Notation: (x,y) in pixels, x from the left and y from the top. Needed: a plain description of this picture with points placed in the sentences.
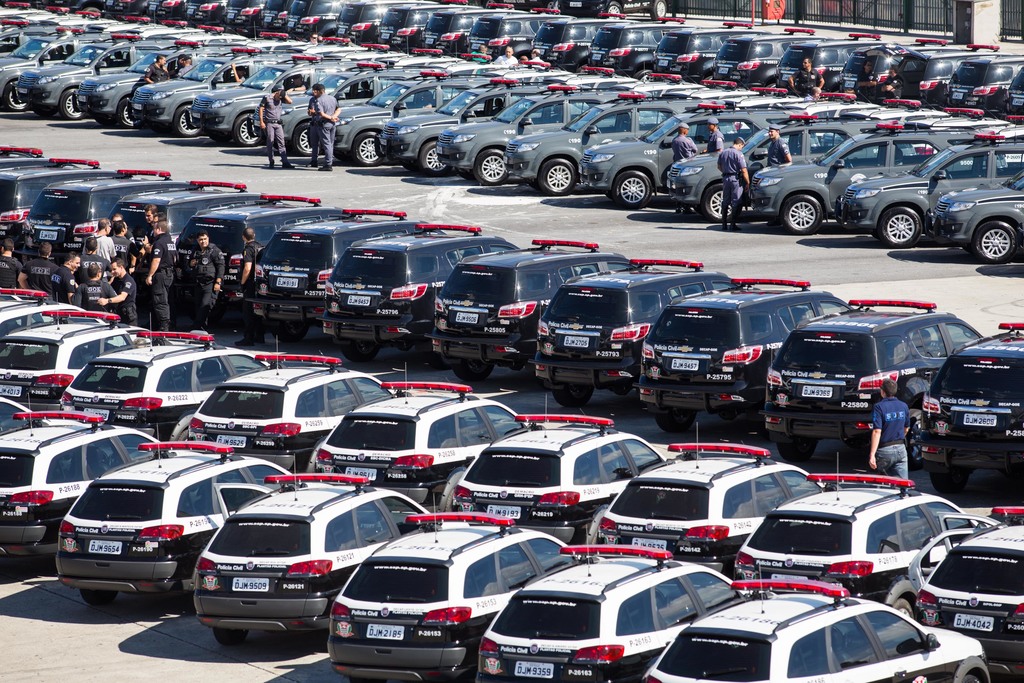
In this image, we can see vehicles (986,527) which are placed on the road (982,326). On the left side (198,256), we can also see a group of people (210,301) standing on the road (313,169). In the background (330,164), we can also see a group of people (327,166). In the background (740,8), we can see few vehicles (946,41) and a metal door (958,12) and a wall (993,14).
